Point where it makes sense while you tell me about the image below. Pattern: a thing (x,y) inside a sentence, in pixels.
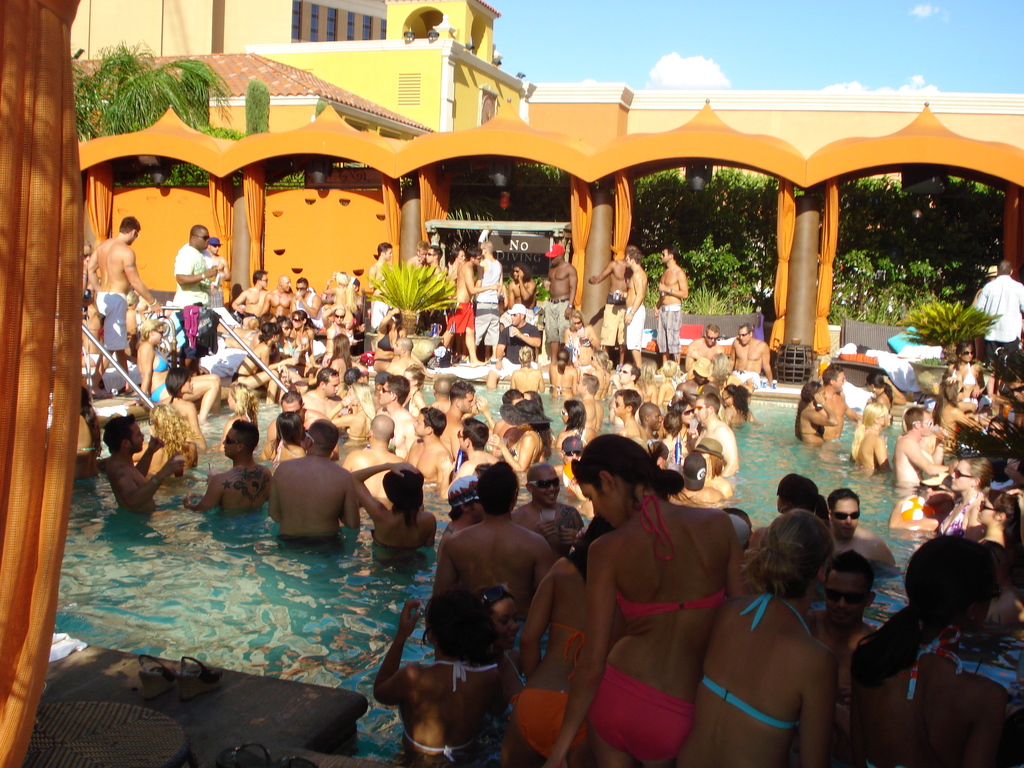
In this picture we can see a crowd of people (504,345) some are in swimming pool (761,399) and some are outside that and they are standing and the background (313,12) we can see some building (379,30) with windows (316,25), trees (146,87), sky (629,58) with clouds (702,64), pillars (800,217), curtains (790,231) and here is the table (116,739).
